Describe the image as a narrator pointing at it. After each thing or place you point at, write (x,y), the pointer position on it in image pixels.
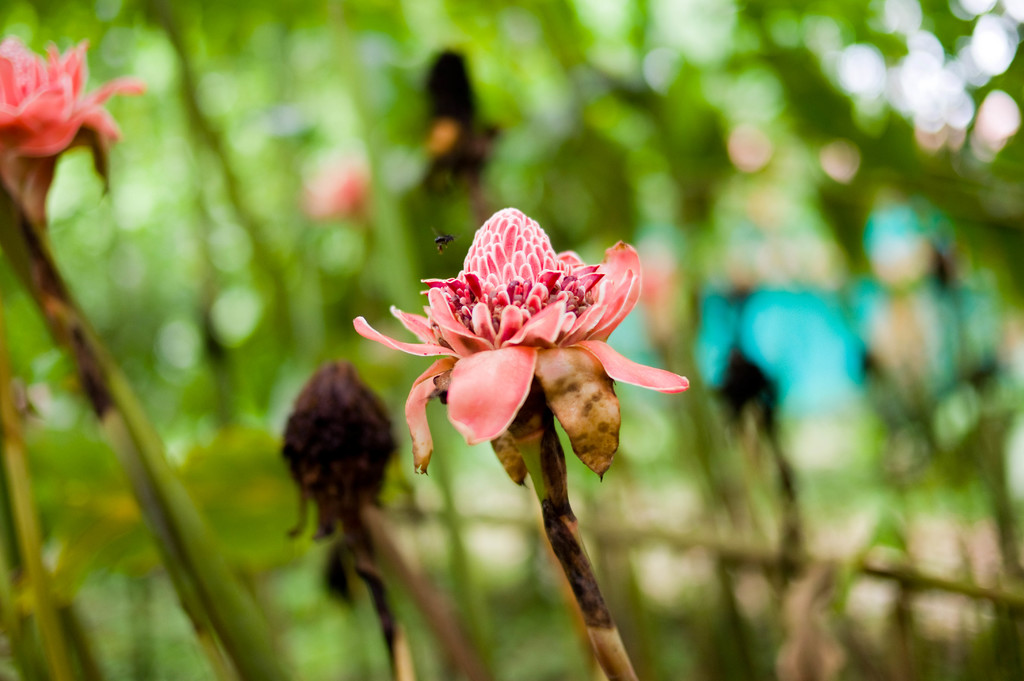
In the image we can see some flowers (463,173) and there is a insect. Background of the image (940,6) is blur.
